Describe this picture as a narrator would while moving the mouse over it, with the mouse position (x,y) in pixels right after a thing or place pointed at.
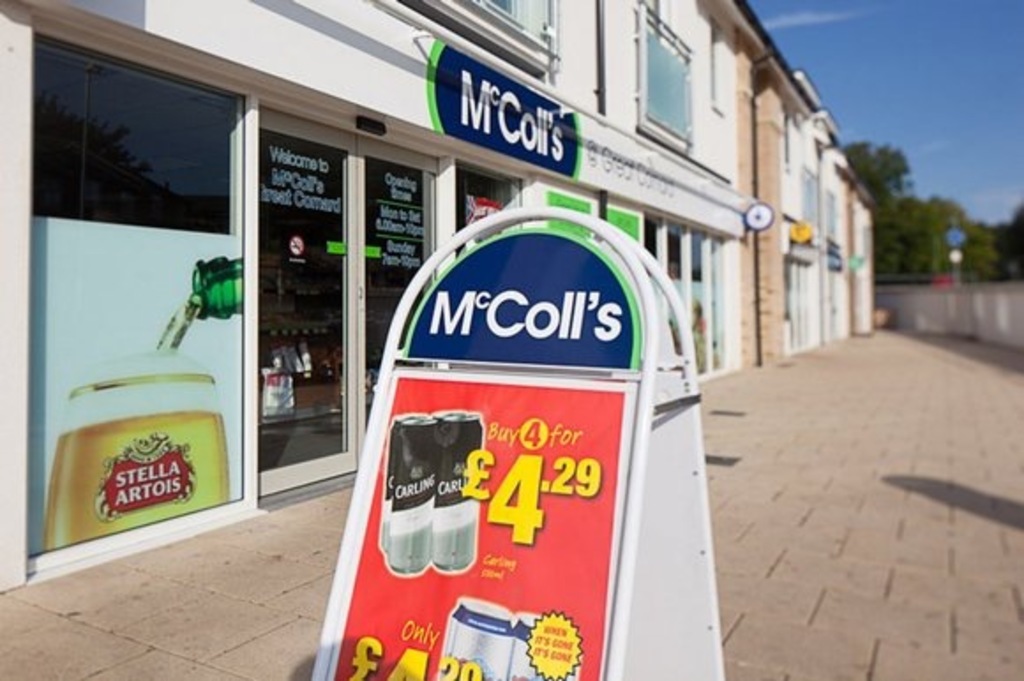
In the middle of this image (562,309), there is a poster (556,405) attached to a board (624,313). On the left side (117,355), there are buildings (612,61), which are having glass windows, on which there are posters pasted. In the background (967,276), there are trees (1004,241), a wall (983,306) and there are clouds (817,19) in the blue sky (833,31).
